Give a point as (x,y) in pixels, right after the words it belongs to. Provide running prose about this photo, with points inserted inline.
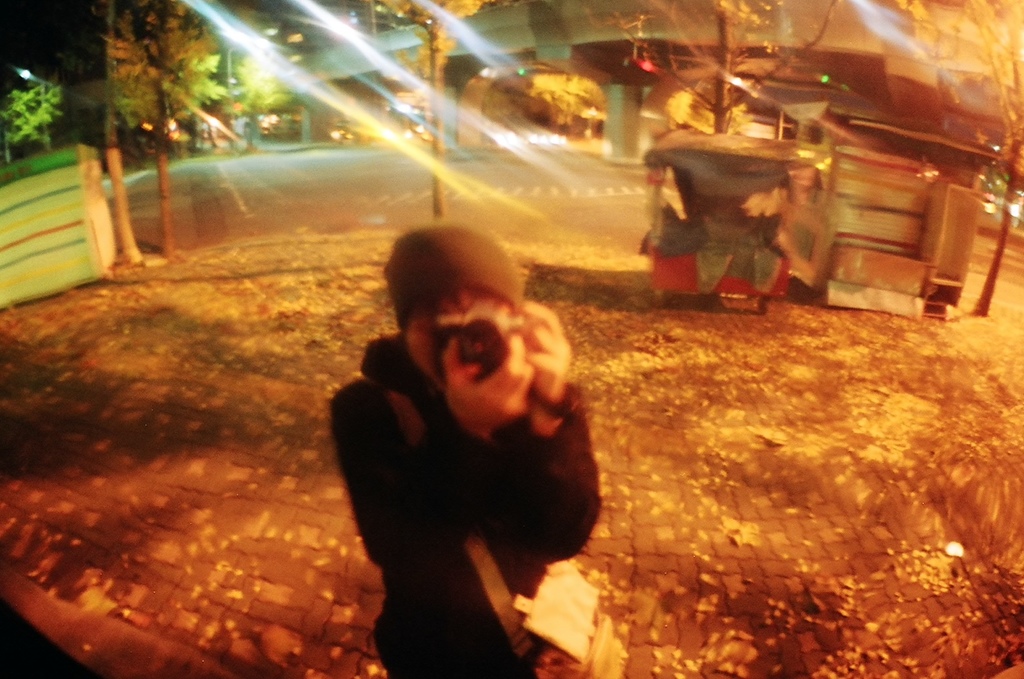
In this image we can see a person (530,463) standing on the path (797,560) of a road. On the path (768,423) there are some objects (836,259) are placed. In the background (178,72) there are buildings (842,79) and trees (1006,116).
